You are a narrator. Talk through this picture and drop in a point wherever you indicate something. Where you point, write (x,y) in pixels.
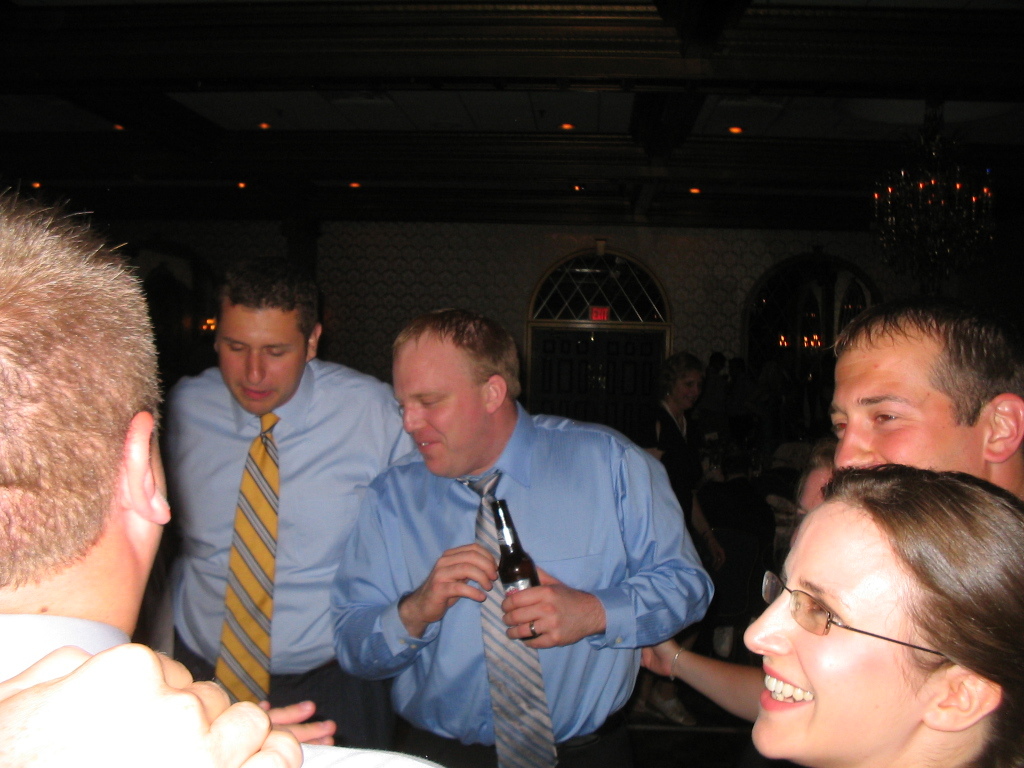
In this image I can see number of people (565,424) where in the front (348,492) I can see one man (530,477) is holding a bottle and on the bottom right side of this image (862,653) I can see one woman (851,653) is wearing a specs (920,648). In the background (557,301) I can see a door (540,354), a window (836,293) and number of lights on the ceiling (959,67).
